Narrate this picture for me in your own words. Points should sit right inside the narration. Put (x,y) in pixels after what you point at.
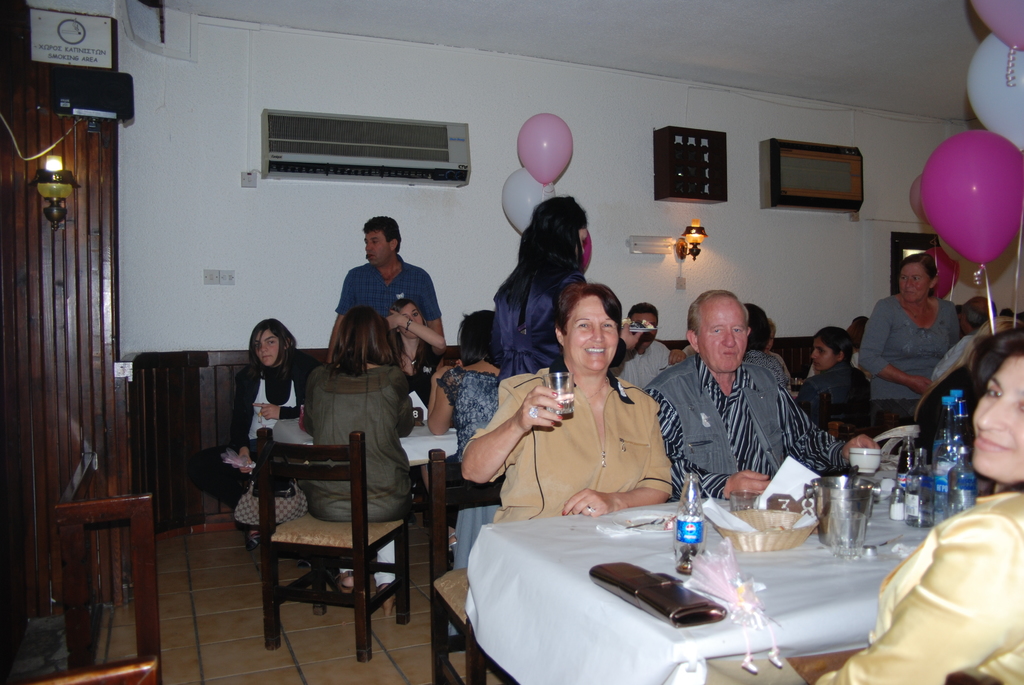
It is a closed room (247,353) where so many people (456,402) sitting on the chairs (449,509) and in front of the table (640,556) there are water bottles (678,545), glasses (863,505), plates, spoons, tissues (733,528) and at the right corner of the picture (979,258) there are balloons (949,255) tied to the table (652,548) and behind them there is a big wall (571,78) where ac (384,177), light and two wooden boxes (722,191) attached to it where at the left corner of the picture (71,413) door (73,386) is present.
